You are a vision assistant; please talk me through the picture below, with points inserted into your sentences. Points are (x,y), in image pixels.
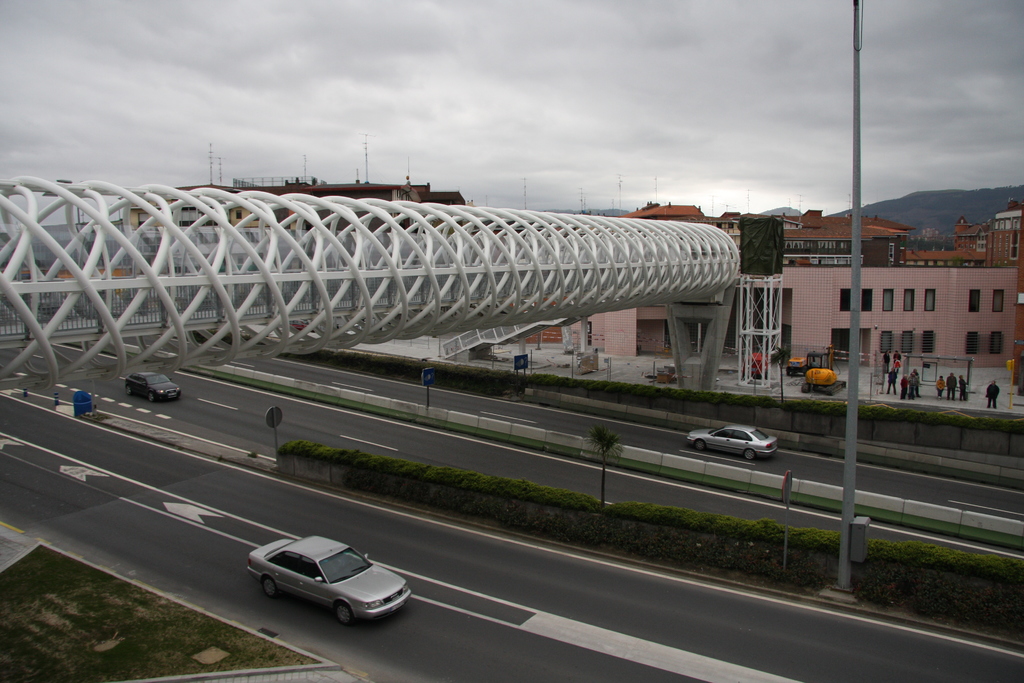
In this image few cars (152,399) are on the road (751,459). In between the road (550,550) there are few plants (972,604) and poles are on the divider (400,490). Poles (842,554) are having boards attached to it. Left side (33,243) there is a bridge (495,308) over the road (172,487). Right side (941,388) few persons (911,376) are standing on the floor (872,383). Beside them there are few vehicles (822,364). Background (1017,292) there are few buildings (1014,230). Right side (917,215) there is hill (942,209). Top of the image (589,142) there is sky (536,133). Left bottom there is grass land (111,636) beside the floor (18,556).
